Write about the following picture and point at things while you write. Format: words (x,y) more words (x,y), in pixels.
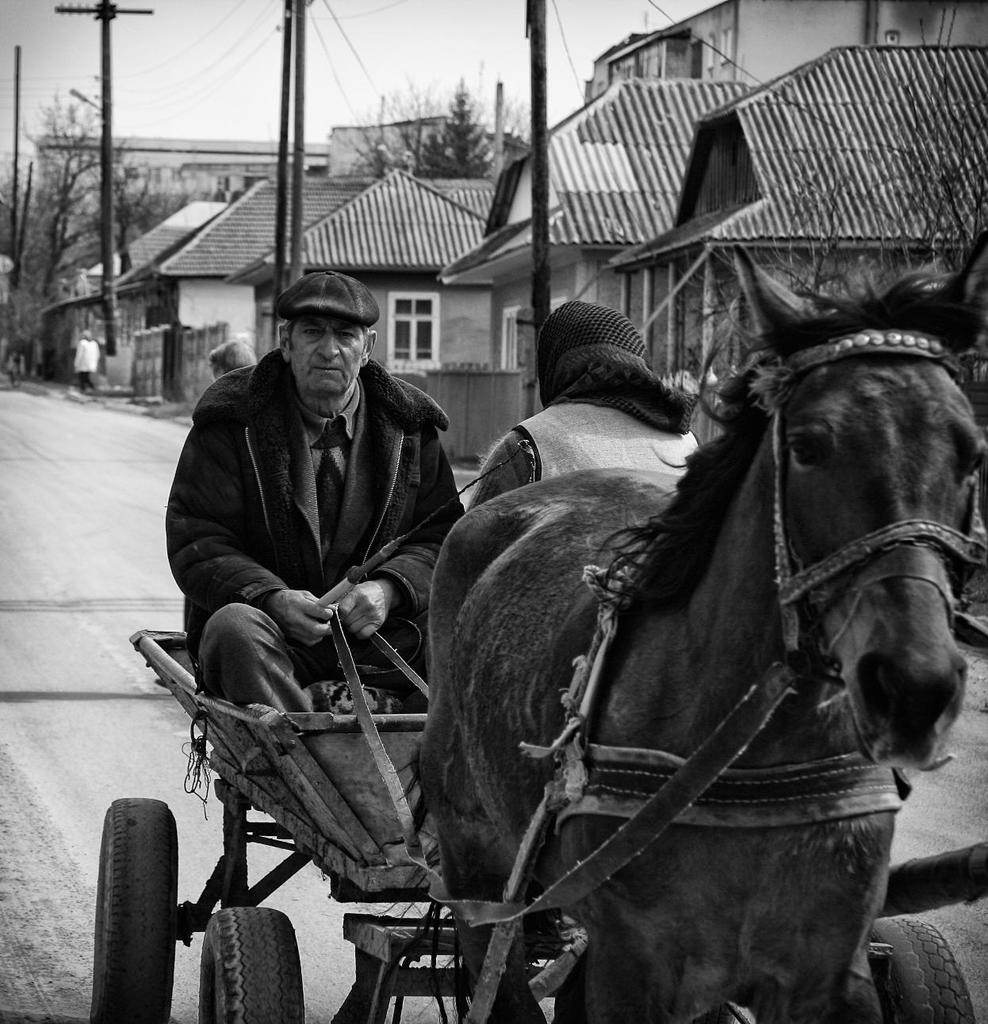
A black and white picture. Far there are bare trees (56,198) and poles (106,123). These are houses (512,215) with roof top (393,235). This persons (239,561) are riding on a cart (271,747), which is attached to this horse (726,532).
